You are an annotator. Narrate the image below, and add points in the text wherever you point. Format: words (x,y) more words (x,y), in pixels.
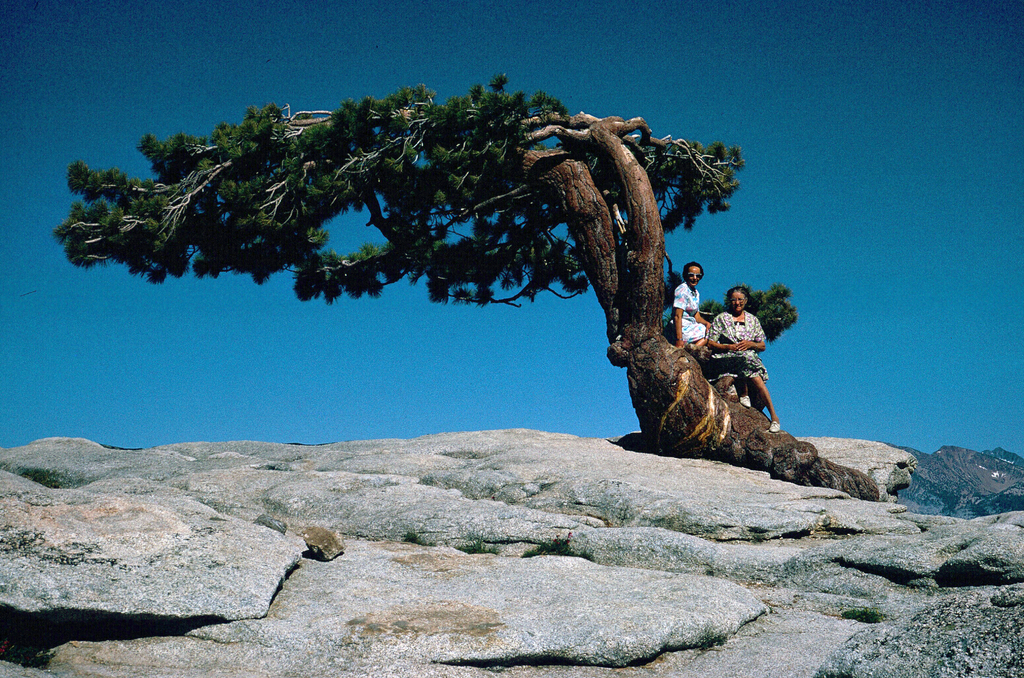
In the image there is a hill (523,519) with a tree (671,398) above it and two ladies (720,322) sitting on it and above its sky (862,152).
